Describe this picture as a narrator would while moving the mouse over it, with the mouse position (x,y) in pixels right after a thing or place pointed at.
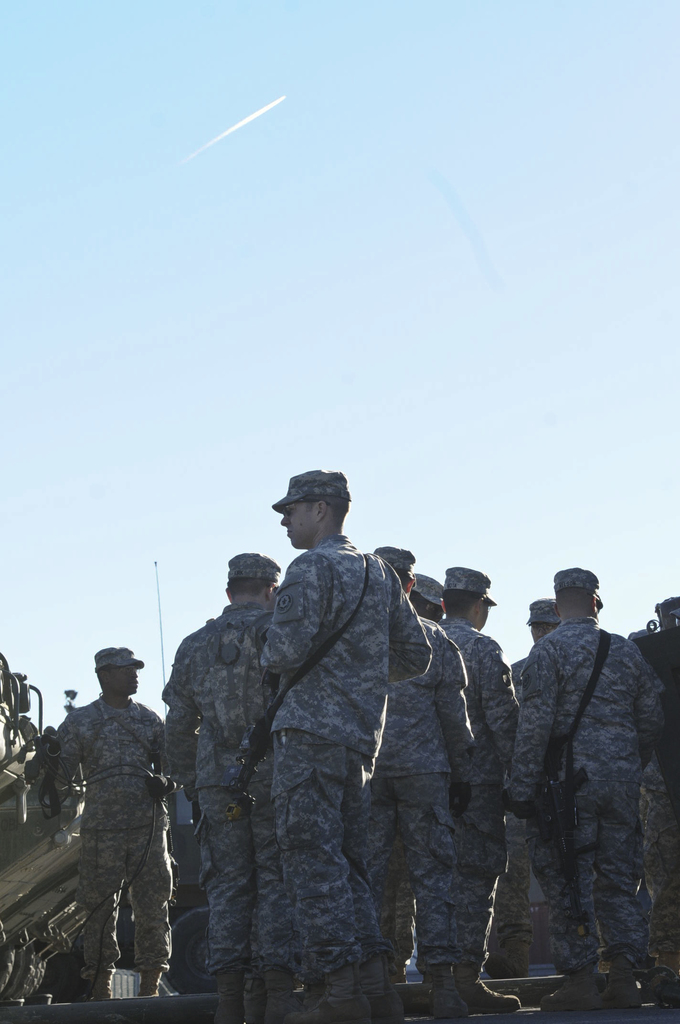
In this picture we can see a group of men (230,1021) wore caps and holding guns (274,721) with their hands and in the background (26,493) we can see sky (413,469).
